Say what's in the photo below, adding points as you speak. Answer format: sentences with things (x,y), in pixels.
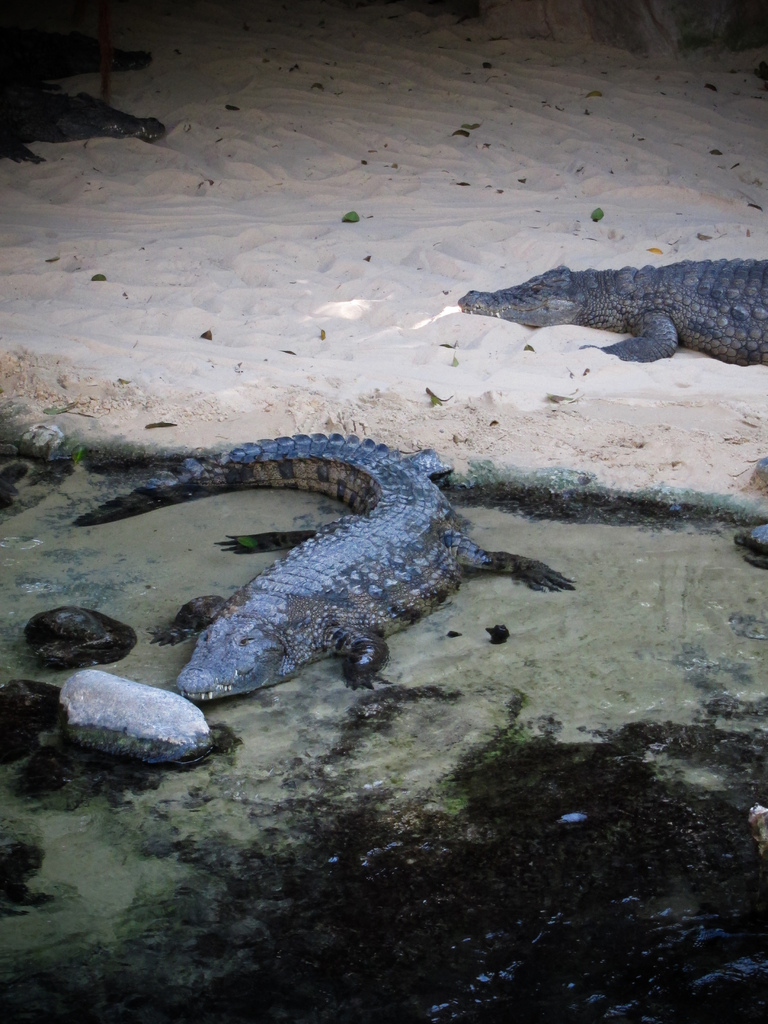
In this image I can see two crocodiles (457,569), they are in brown and gray color. In front I can see few stones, background the sand (361,350) is in cream color.
